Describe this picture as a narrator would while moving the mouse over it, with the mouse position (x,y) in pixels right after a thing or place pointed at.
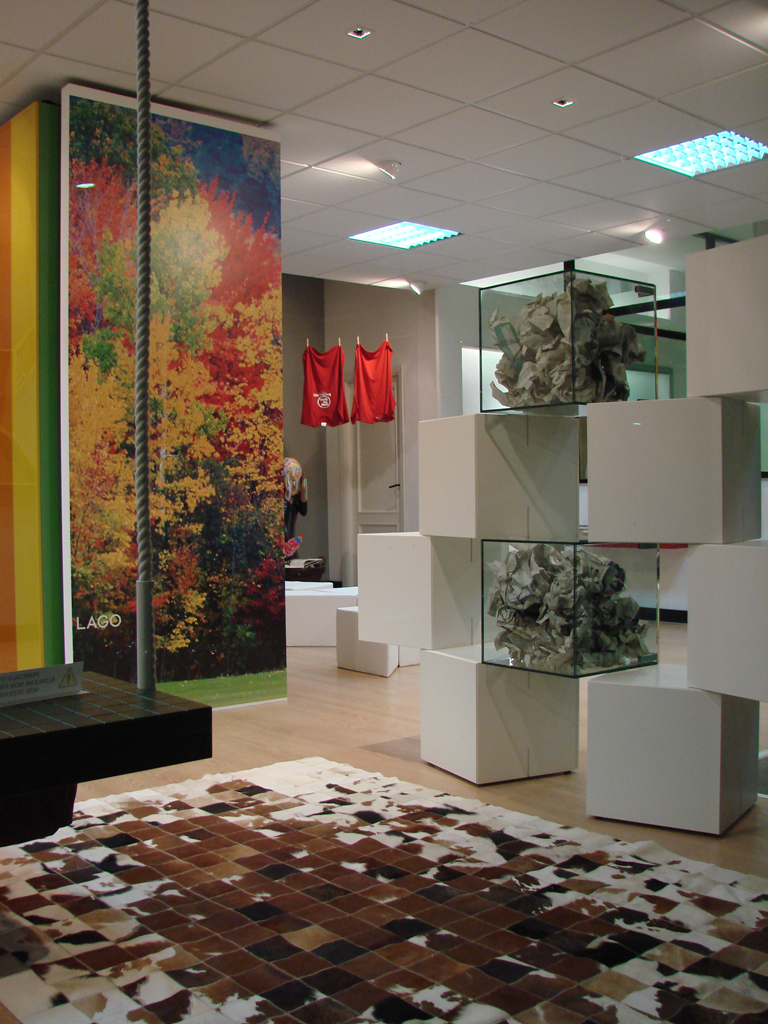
This picture is clicked inside the room (381,544). At the bottom of the picture (361,906), we see a carpet (214,924) in white and brown color. On the left side (26,799), we see a black table (95,737) and a banner (172,462) or a graffiti (135,604). On the right side (664,538), we see white blocks (610,691) and glass boxes (603,596). Beside that, we see two red T-shirts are hanged to the hangers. Beside that, we see a white wall (425,350). At the top of the picture (409,214), we see the ceiling (409,214) of the room (356,178).
